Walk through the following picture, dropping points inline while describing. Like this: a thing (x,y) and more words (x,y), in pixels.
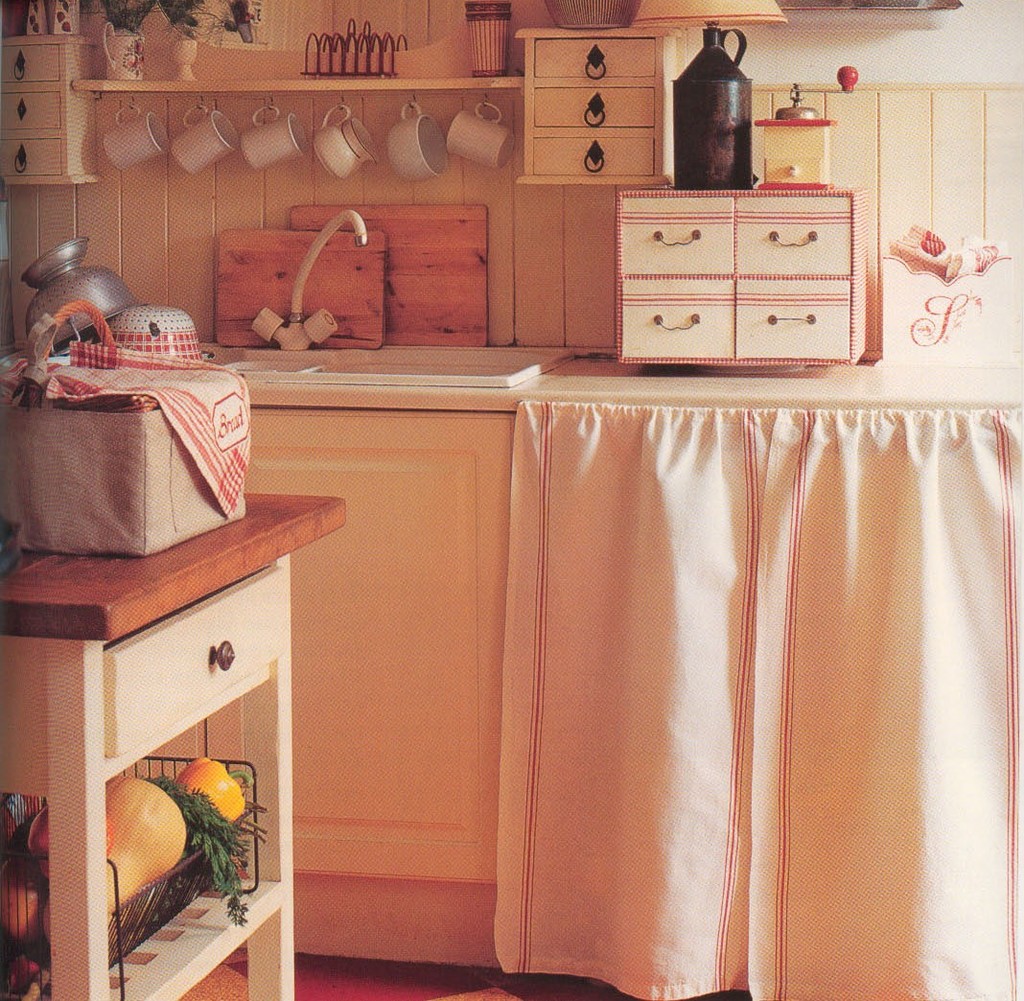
In the picture we can see there are some cups (335,147), glasses (500,67) and house plants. There is a curtain (671,494). We can also see there are some racks (714,295). In the top right corner of the picture (761,263) there is a desk (745,257) and on the desk (748,276) there is a tin (737,122). In the left bottom of the picture (106,685) we can see a table (119,716) and under the table (140,736) there are vegetables (181,849) and on the table (75,630) there are some utensils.
